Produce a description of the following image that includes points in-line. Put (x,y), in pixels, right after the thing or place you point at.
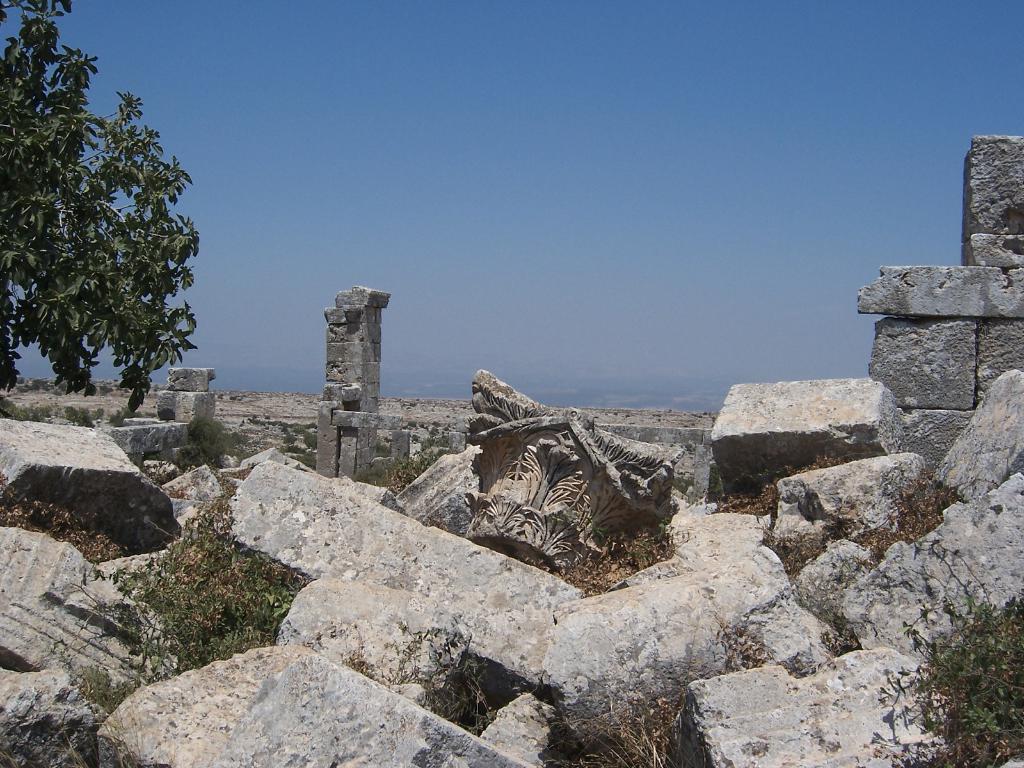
In this image in front (62,489) there are rocks (531,554). In the background of the image (98,316) there are trees (149,189) and sky (483,140).
